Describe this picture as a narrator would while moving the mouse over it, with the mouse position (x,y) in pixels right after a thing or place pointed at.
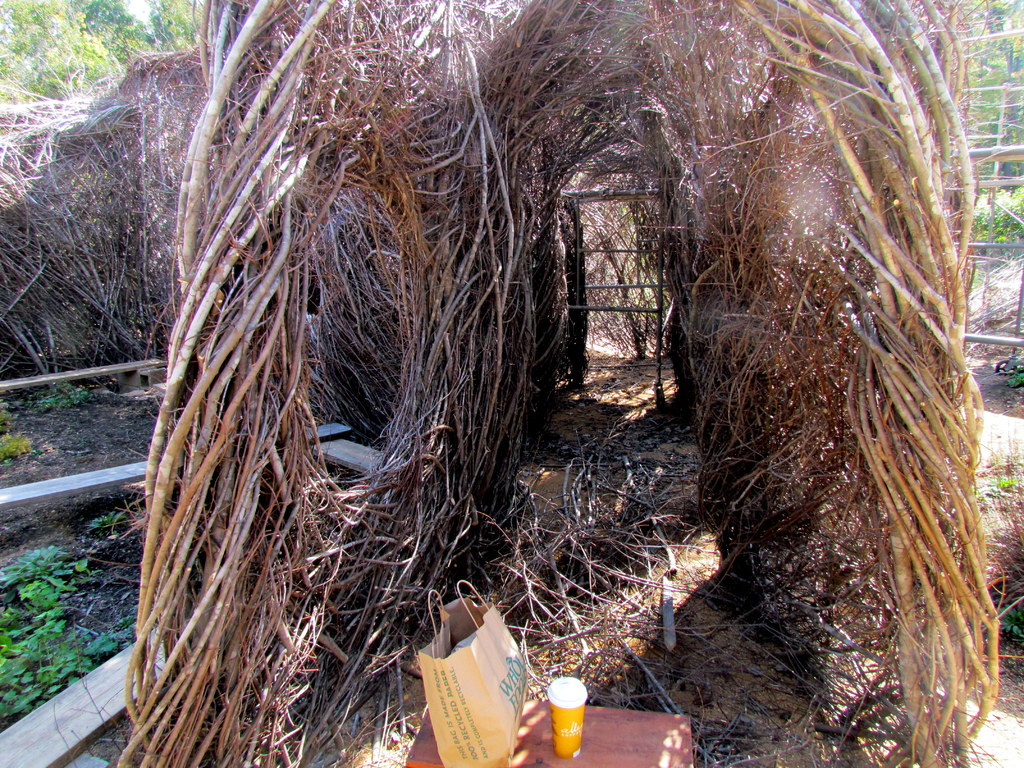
There is a shed (344,249) made with stems (605,230) and roots (739,445). In the front (554,744) there is a table (530,709). On that there is a cover (499,703) and a cup (564,717). On the left side (50,588) there are plants (37,569) and some woods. In the back (123,50) there are trees (176,22).
